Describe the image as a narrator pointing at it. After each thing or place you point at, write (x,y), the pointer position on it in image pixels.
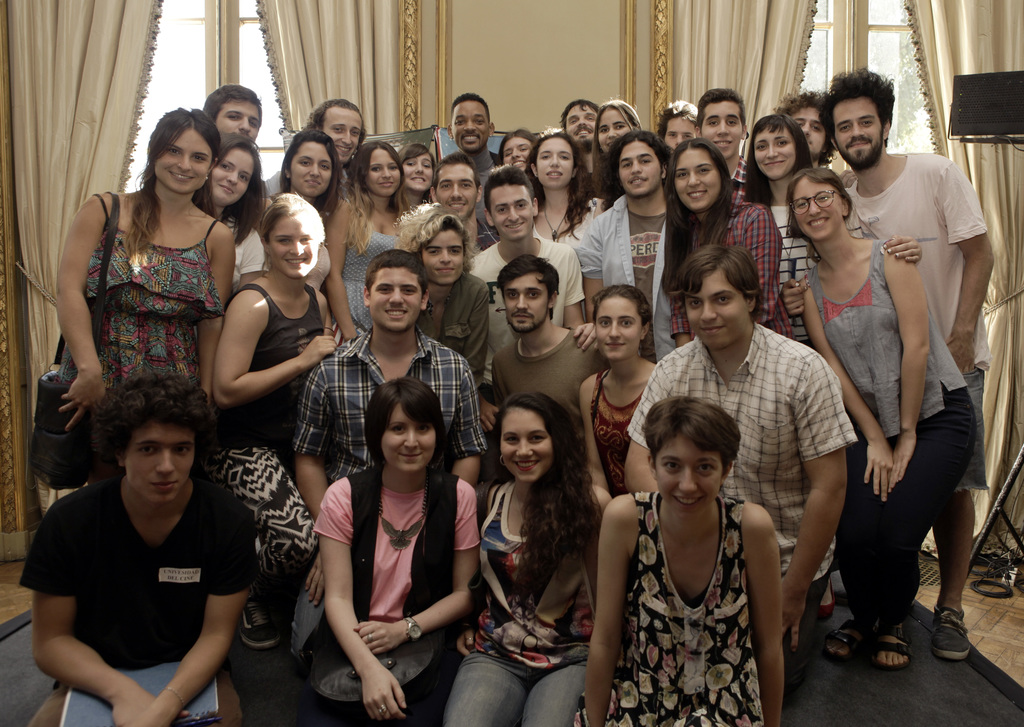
In this image we can see a group of people (553,369), among them some are holding the objects (70,391) like books (150,674) and bag (61,402), in the background (758,98) we can see curtains (148,78) and windows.
